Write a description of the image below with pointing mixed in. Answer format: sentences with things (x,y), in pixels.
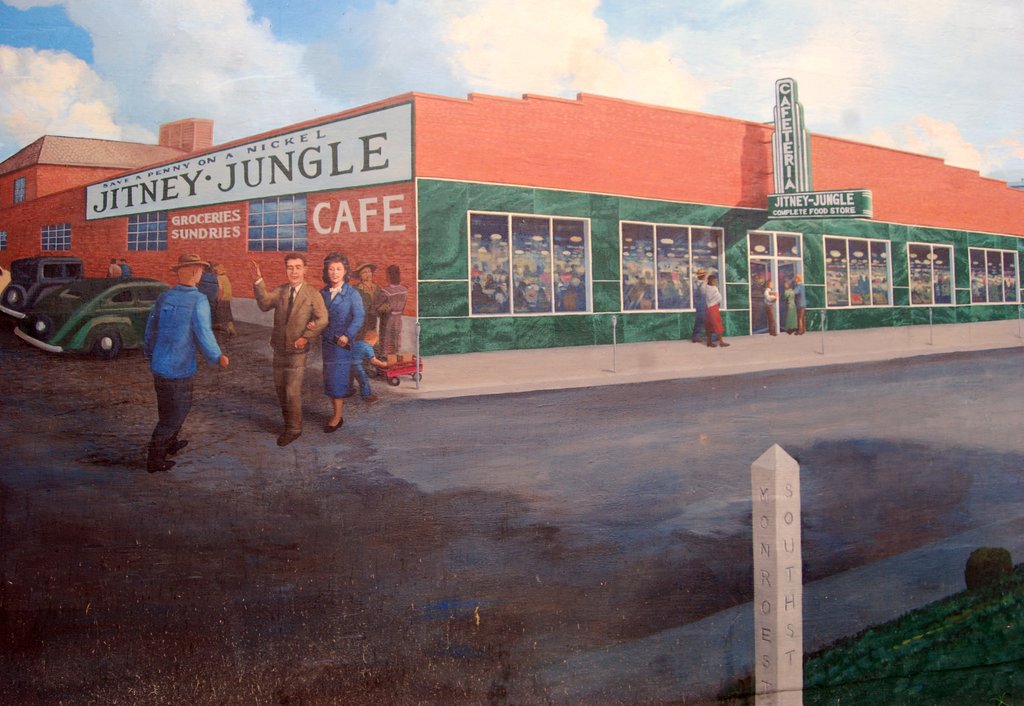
In this image I can see a poster (460,413) with some people (361,380) and a building (331,179) with some text (303,167) written on it. I can see the clouds (606,50) in the sky (808,58).
